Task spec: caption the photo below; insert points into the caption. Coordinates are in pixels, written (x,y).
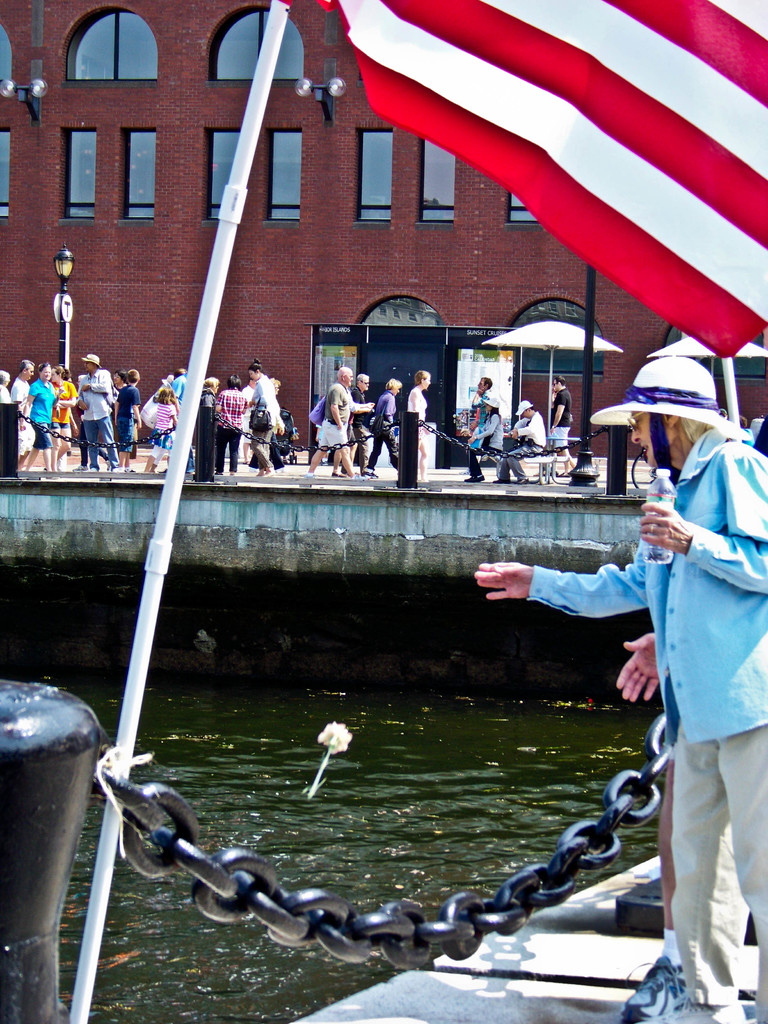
On the right side (722,474), I can see a woman (715,709) and another person (673,953) are standing on the dock (520,982) facing towards the left side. The woman (706,526) is holding a bottle (659,496) in the hand (659,540). Beside these persons (730,785) I can see a metal chain (430,927) which is attached to a rod (37,880). On the top right side (564,29), I can see a flag (599,41). In the middle of the image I can see the water (346,752). In the background (37,408) there are few people (37,408) walking on the ground (491,477) and also I can see a red color building (184,211) along with the windows (87,152).
